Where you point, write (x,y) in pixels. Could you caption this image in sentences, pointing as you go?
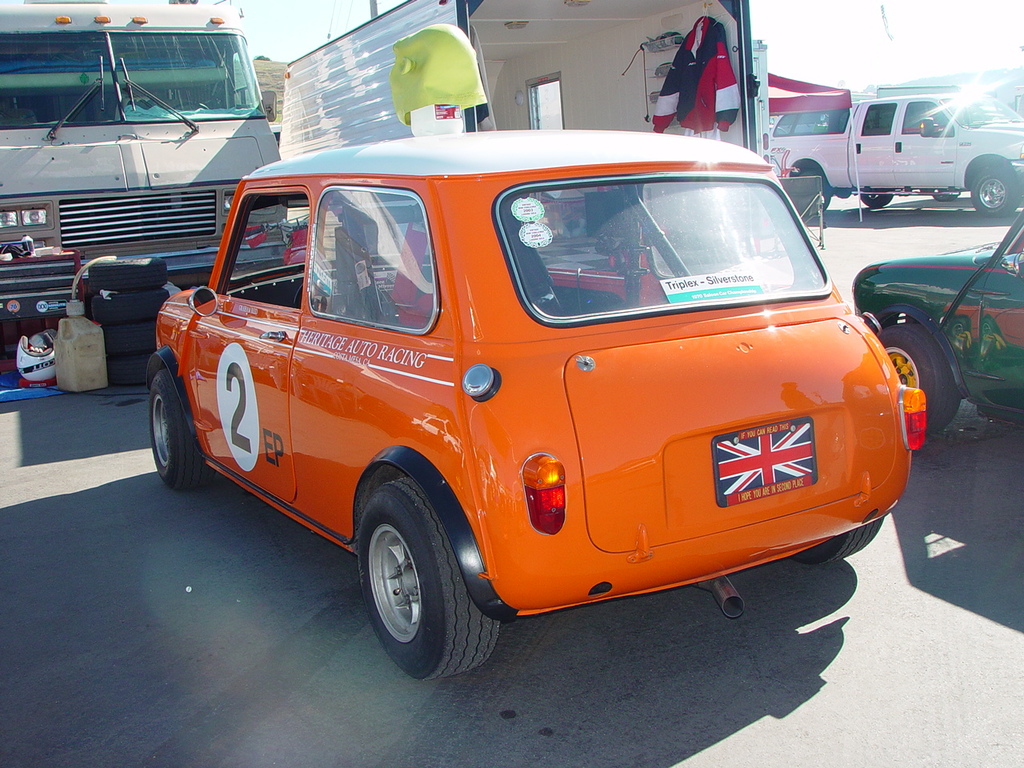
In this image there are vehicles (346,317) on a road (365,635).
